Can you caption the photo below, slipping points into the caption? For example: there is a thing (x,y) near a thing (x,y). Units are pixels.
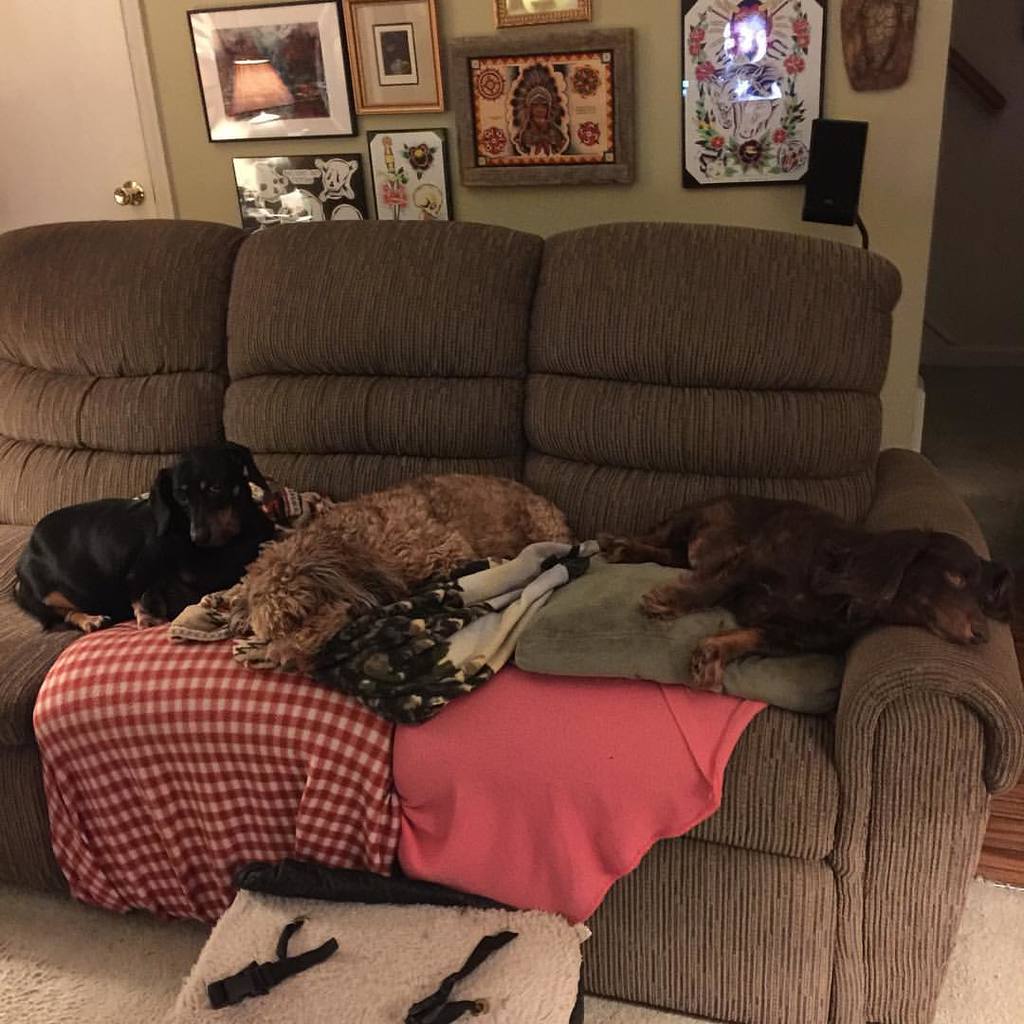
In the center of the image (425,610) we can see dogs (440,552), clothes (415,654), pillow (516,660) are present on a couch (170,288). In the background of the image (377,110) we can see photo frames (770,163), speakers (812,197), door (140,182), handle (137,194), wall (668,137). At the bottom of the image (998,920) we can see carpet (1010,909), floor (994,826).
